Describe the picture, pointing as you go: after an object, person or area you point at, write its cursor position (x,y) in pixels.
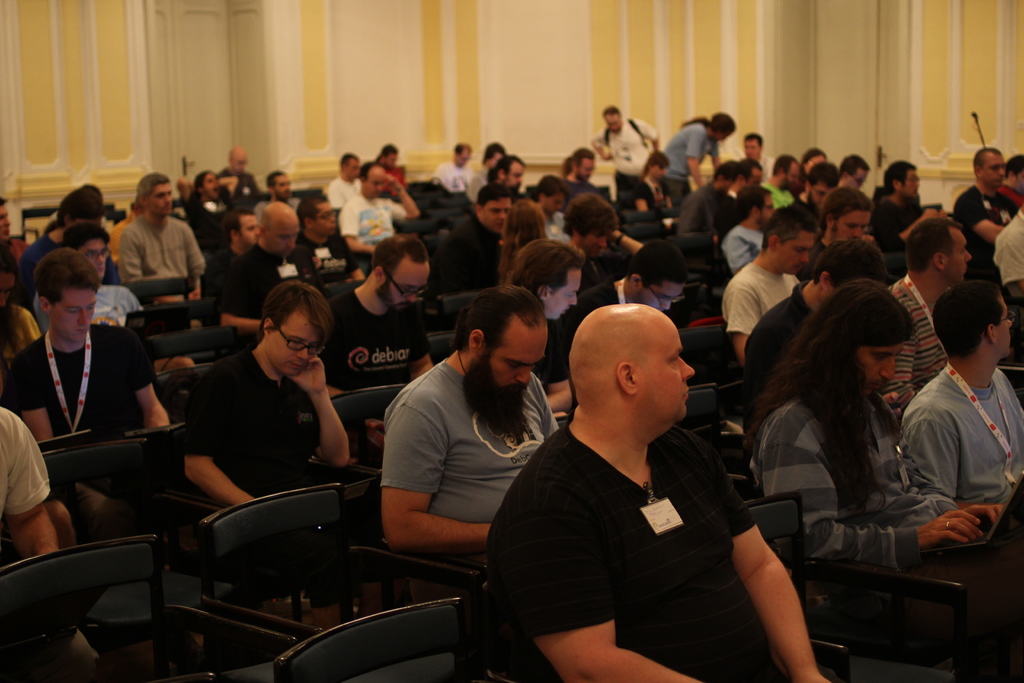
in this picture we can see group of people (799,269) sitting on the chair (310,515) and listening to something here we can see chairs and some people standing near the wall (458,83).
